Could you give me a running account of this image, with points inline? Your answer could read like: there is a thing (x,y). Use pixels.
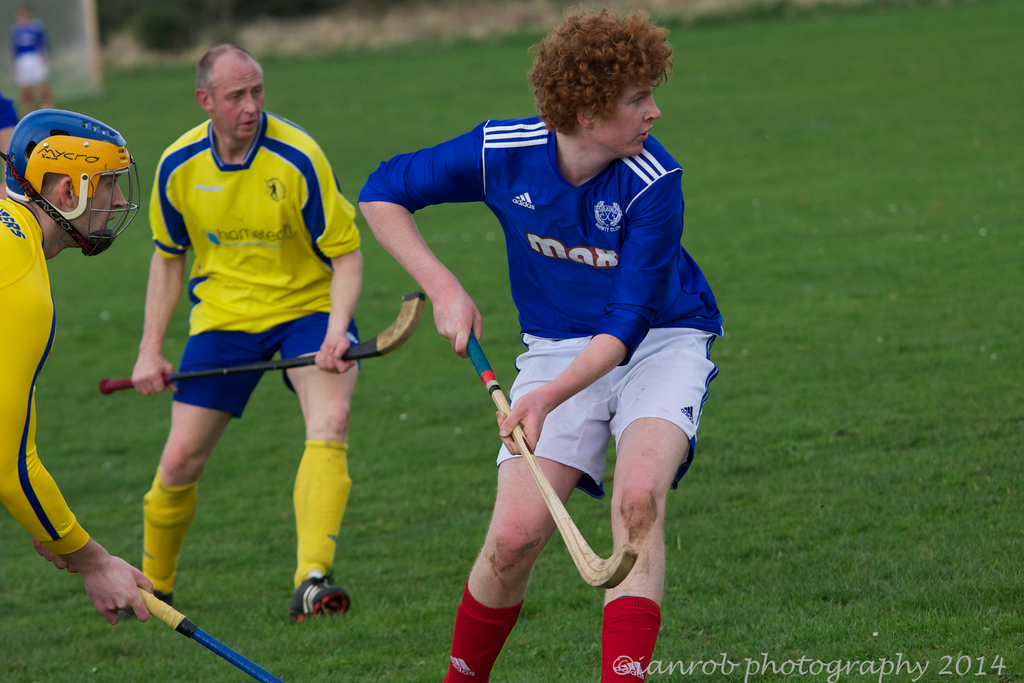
In this image we can see few persons (149,506) are holding hockey bats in their hands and in the background (32,38) on the left side (45,73) we can see a person (39,79), grass (365,109) on the ground (514,87) and plants (212,11) on the ground (368,148).
